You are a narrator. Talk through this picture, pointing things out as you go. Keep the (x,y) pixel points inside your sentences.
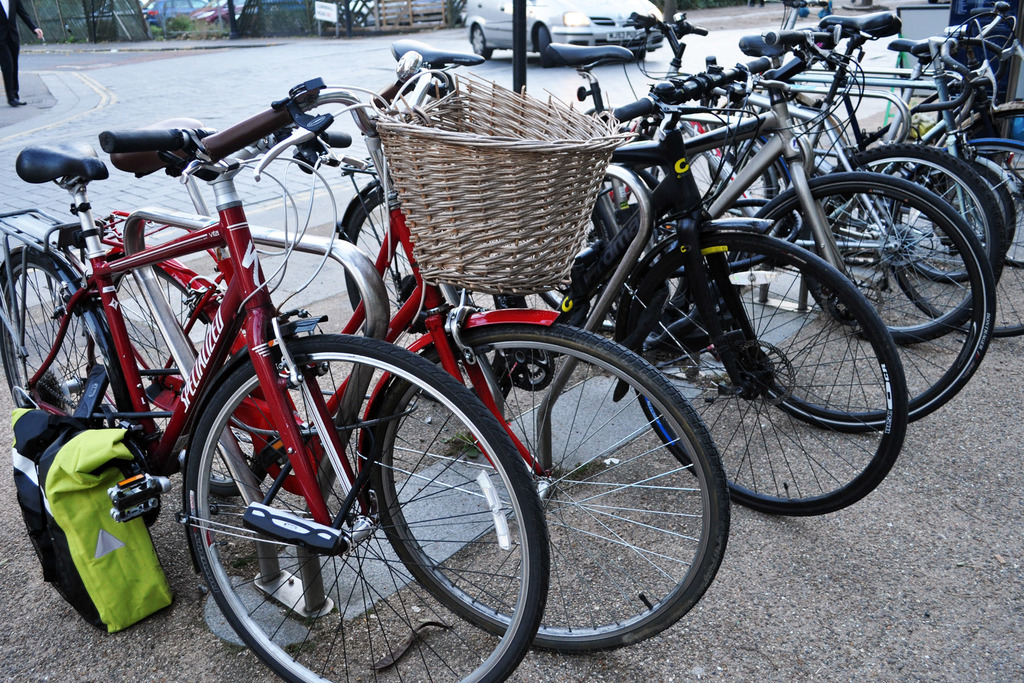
In this picture I can see few bicycles (28,155) parked and I can see a car (612,5) moving on the road (661,57) and looks like a bag (111,530) to the bicycle (118,408) and a man (24,103) standing on the sidewalk (29,96).
